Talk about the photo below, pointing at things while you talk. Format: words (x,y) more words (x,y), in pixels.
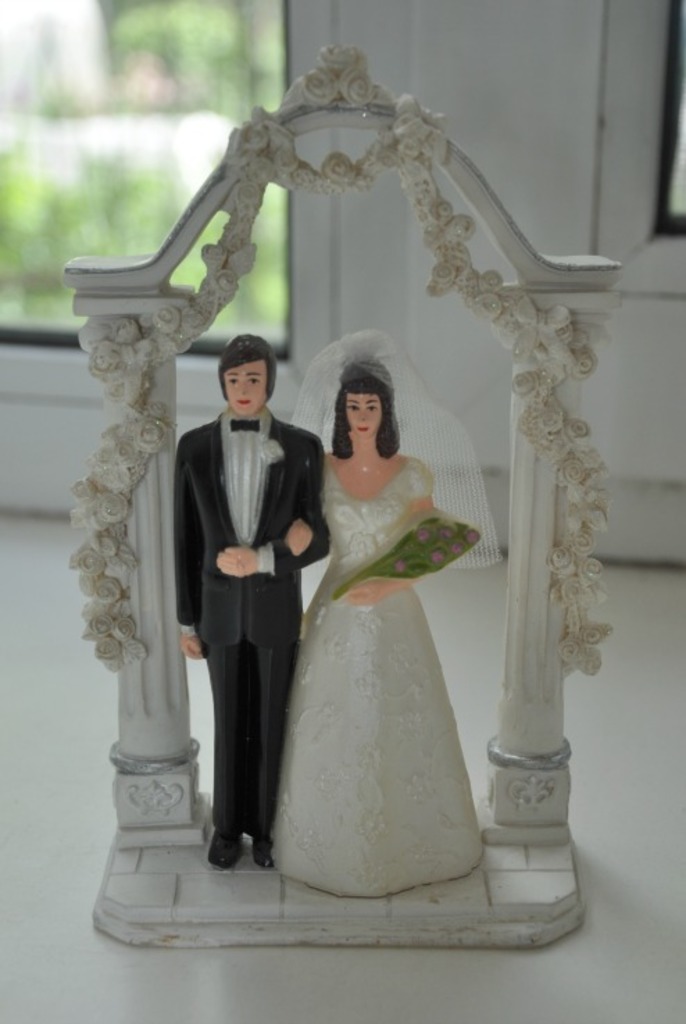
In this image we can see a statue (337,554) on the floor (251,959) and a window (130,222) in the background (364,304).
